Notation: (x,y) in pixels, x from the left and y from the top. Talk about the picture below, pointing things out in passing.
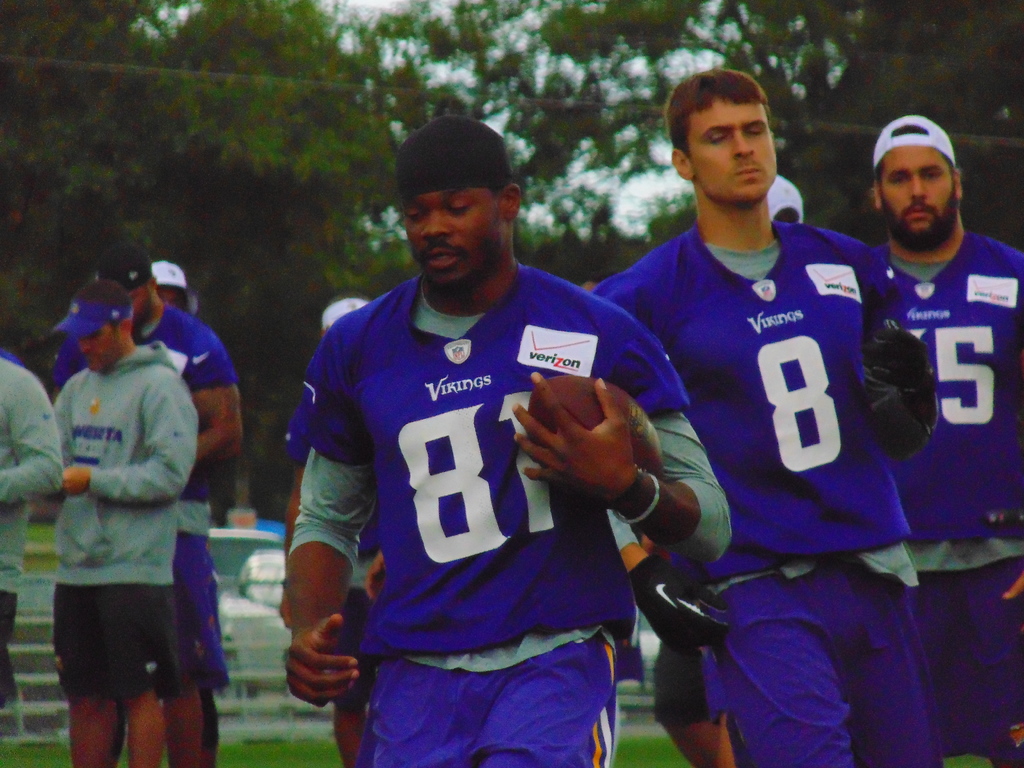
In this image we can see people (598,521) and there is a man (609,736) holding a ball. Here we can see grass (307,746), wall (300,727), and objects (45,727). In the background (377,225) there are trees (637,151) and sky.
